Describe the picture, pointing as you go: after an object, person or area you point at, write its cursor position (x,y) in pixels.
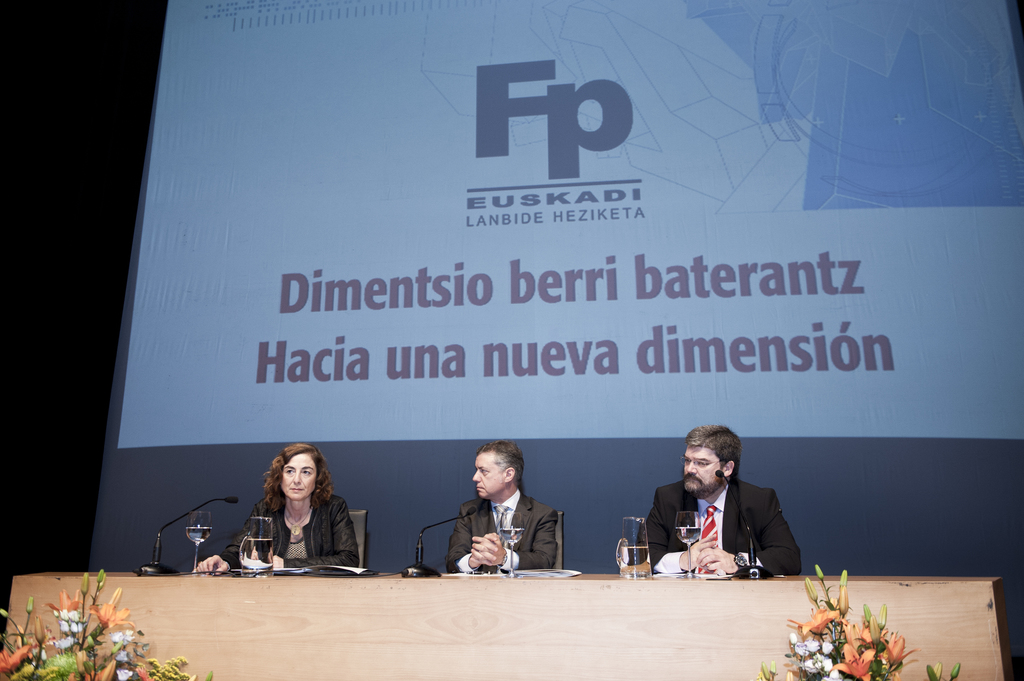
There are three persons (450,546) sitting on the chairs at the table (320,585) and on the table (369,590) there are microphones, water glasses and papers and at the bottom (124,676) we can see two flower vases (90,671). In the background (126,439) there is a screen (341,198).
